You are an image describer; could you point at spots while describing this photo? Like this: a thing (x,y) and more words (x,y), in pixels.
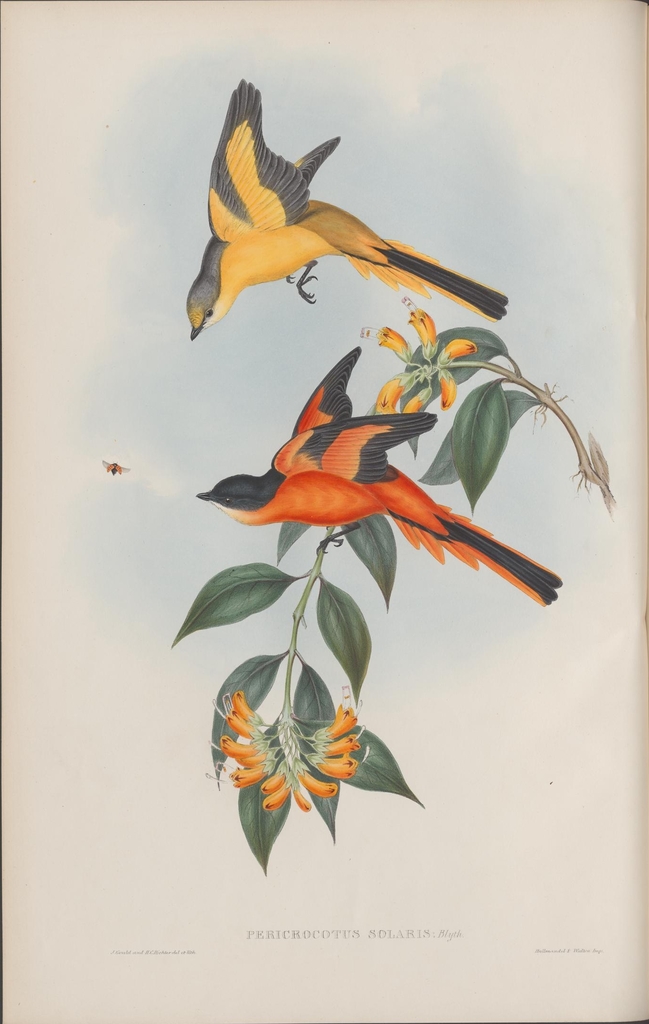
This is a animated poster, where we can see flowers (296,733) to the plant (329,617) and an orange bird (324,482) on it. In the air (188,259), there is another bird (274,279) flying and on the left (109,470), there is a fly (124,470).
